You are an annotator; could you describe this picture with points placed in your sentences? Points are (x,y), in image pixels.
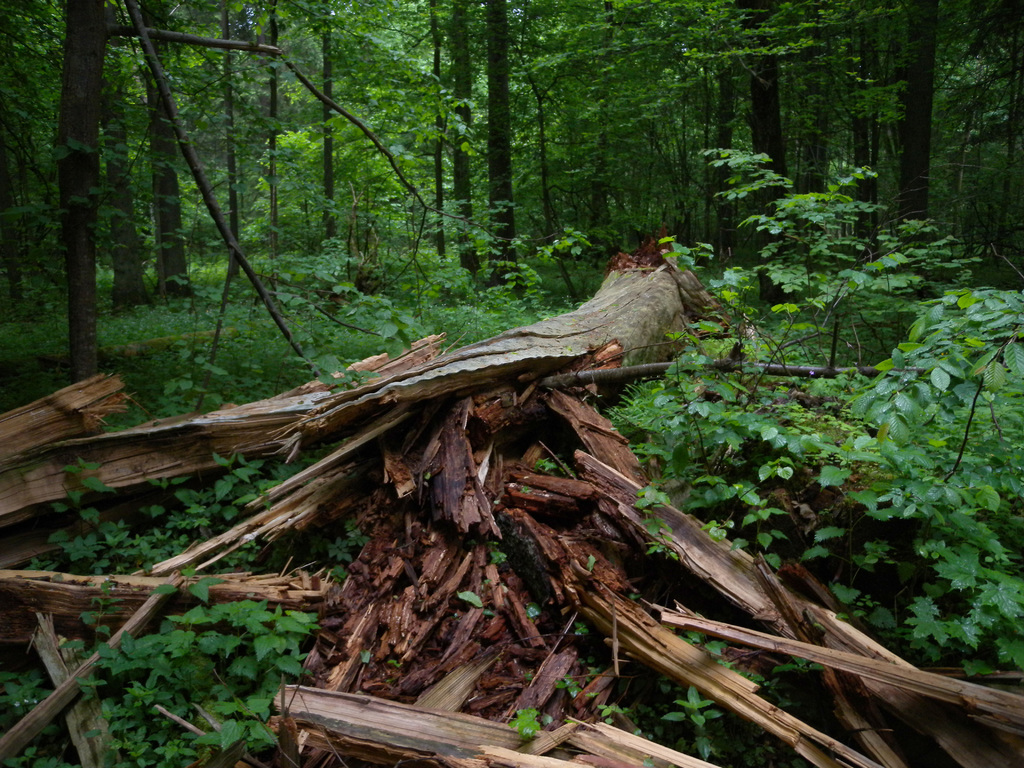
In this image at the bottom (265,558) there are some plants (917,494) and wooden sticks (488,524), in the background (415,287) there are some trees (448,138).
